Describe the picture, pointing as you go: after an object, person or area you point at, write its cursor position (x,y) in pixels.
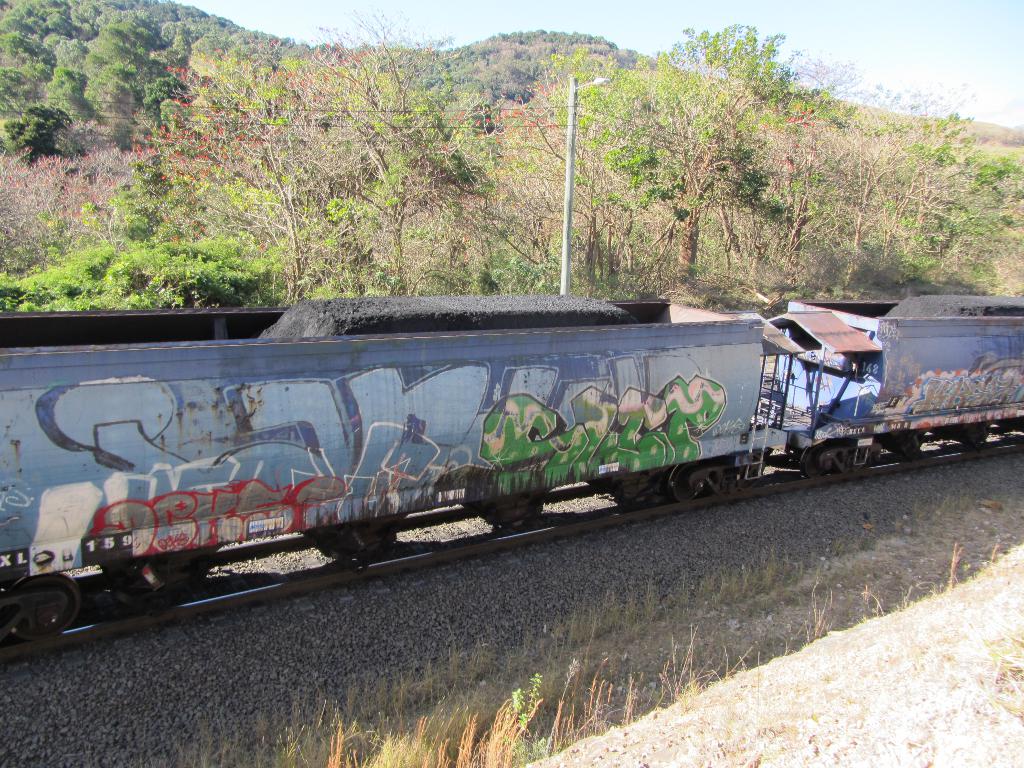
In this image there is a goods train (538,448) on the railway track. On the train (518,386) there is a graffiti (346,409). At the bottom (116,695) there are stone (107,707) beside the track (426,544). In the background (388,159) there are trees (223,55) and hills (512,50). Beside the train (588,366) there is an electric pole (565,211) through which wires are connected. At the top (912,35) there is sky (916,38).
